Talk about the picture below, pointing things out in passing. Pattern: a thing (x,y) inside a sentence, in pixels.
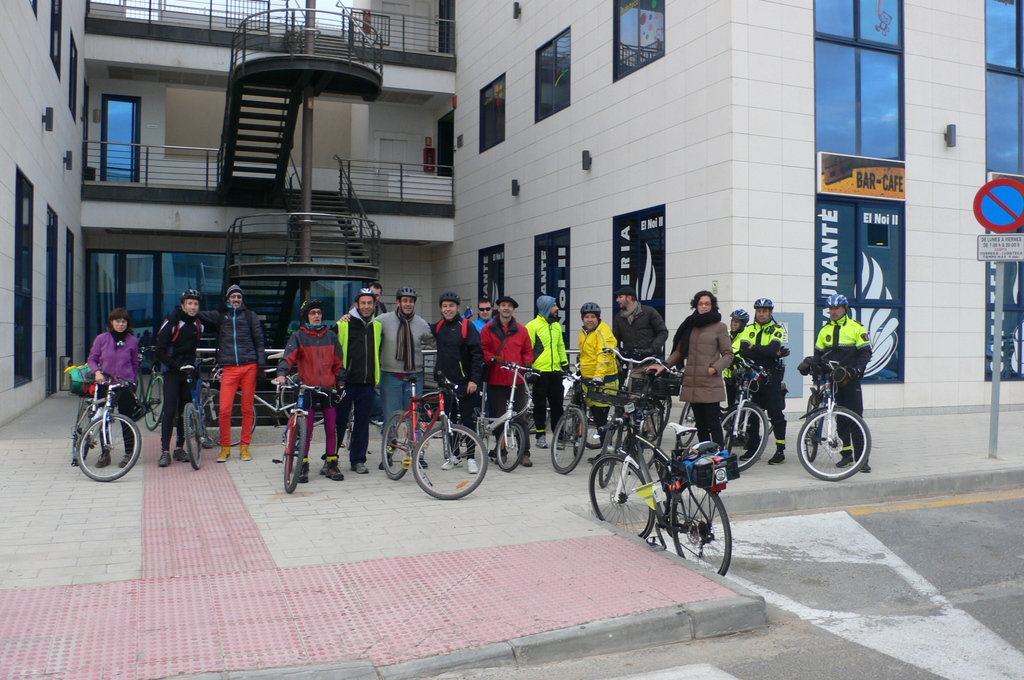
In this image, we can see some persons (708,358) and cycles (151,426) in front of the building (341,293). There are stairs (250,114) in the middle of the image (343,238). There is a sign board (994,216) on the right side of the image (993,386).
